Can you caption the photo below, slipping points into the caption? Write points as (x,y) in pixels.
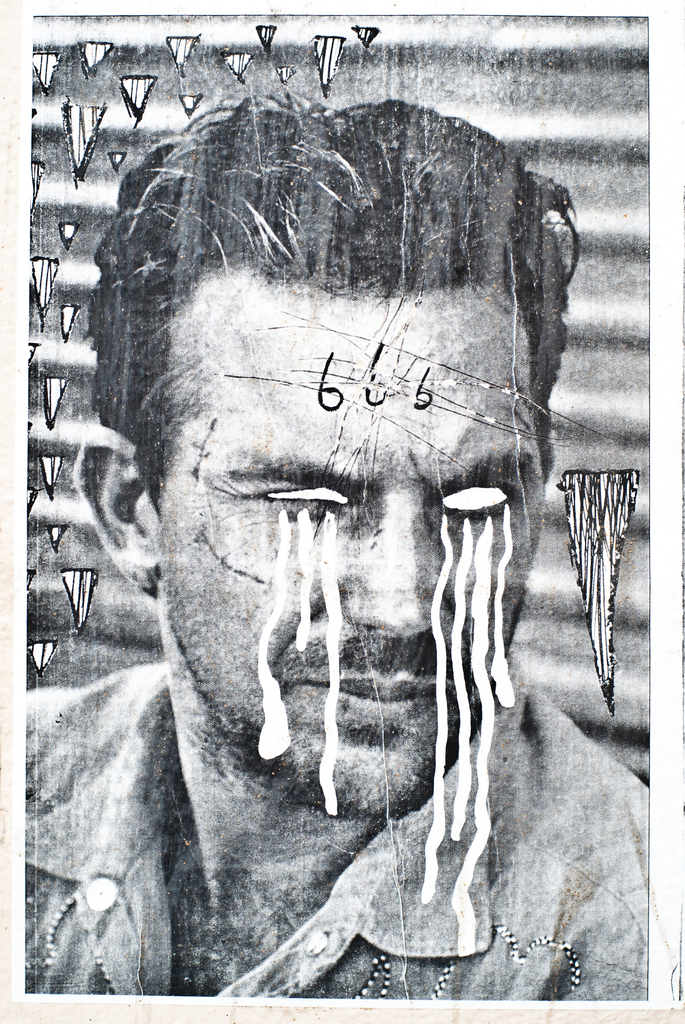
In this picture we can see a person's face (327,653), it is a black and white picture, we can see numbers (325,390) in the middle (367,385).
